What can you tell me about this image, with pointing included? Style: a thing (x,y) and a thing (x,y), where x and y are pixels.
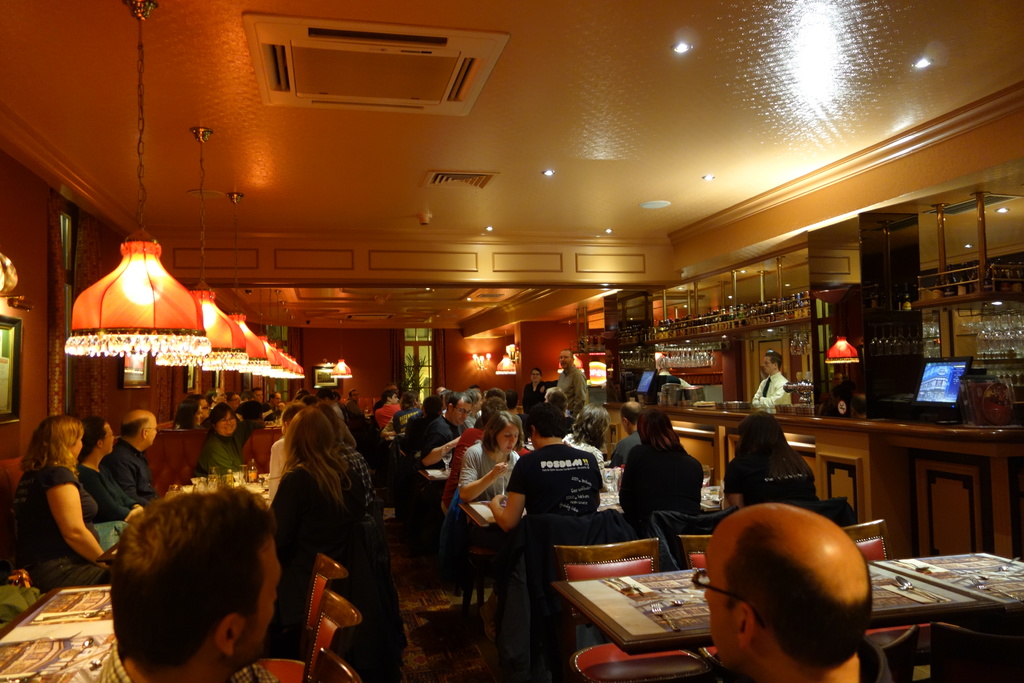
This image is clicked in a restaurant (394,324). There are many people (192,505) sitting in this image. To the right (704,457), there is a bar counter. To the left (161,398), there is a wall (23,424) and lights (216,352). At the top (387,117), there is a roof (212,71) to which AC (349,102) and lights (132,321) are hanged.
